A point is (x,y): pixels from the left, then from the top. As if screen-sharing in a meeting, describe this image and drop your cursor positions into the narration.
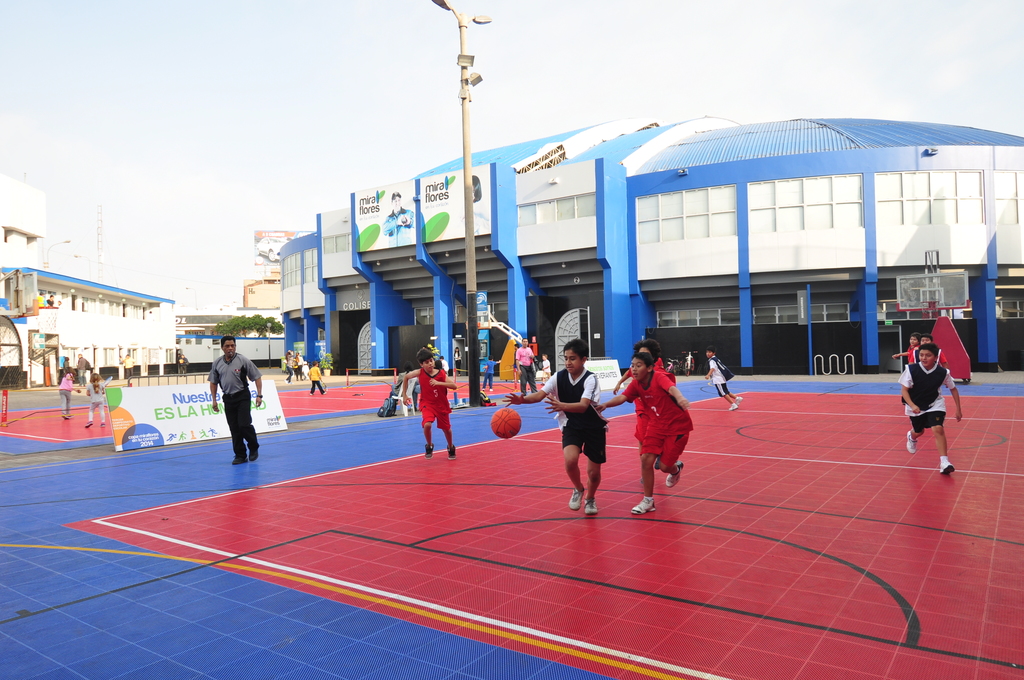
In this image we can see a few people (238,403), some of them are playing basketball, there is a light pole (464,46) at the center of the image (472,265), there are some boards (195,419) with text (176,415) written on them, there are buildings (582,322), basketball stands (946,282), tower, and a ball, also we can see the sky (211,119).
